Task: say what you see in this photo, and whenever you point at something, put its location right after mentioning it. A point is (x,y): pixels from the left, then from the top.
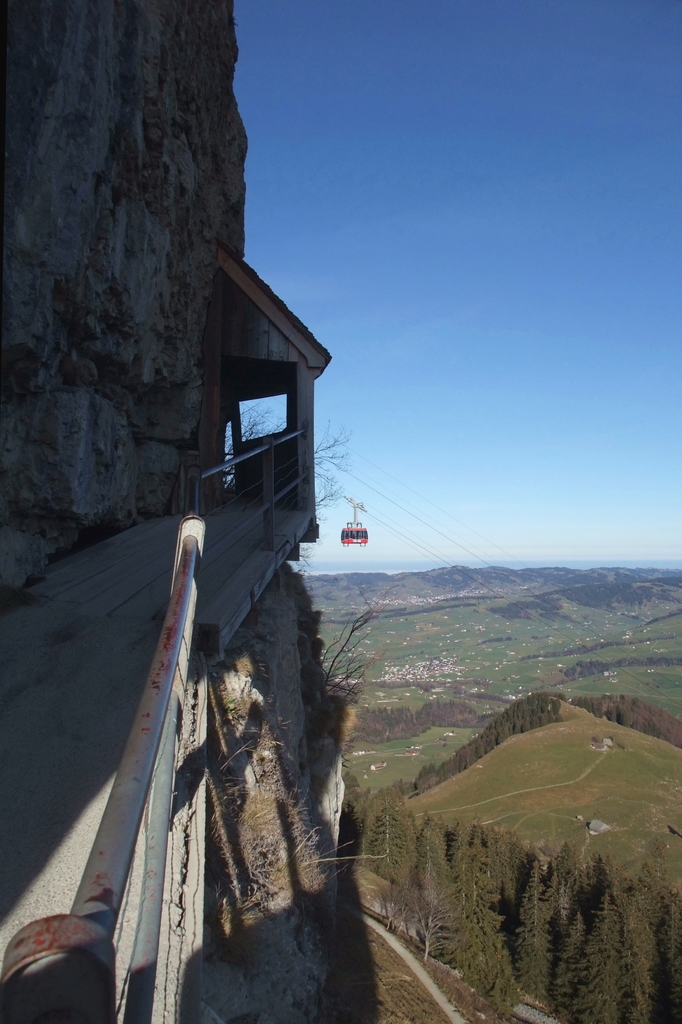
In this image I can see the sky (517,170) and mountain (175,312) and the hill (619,739).
